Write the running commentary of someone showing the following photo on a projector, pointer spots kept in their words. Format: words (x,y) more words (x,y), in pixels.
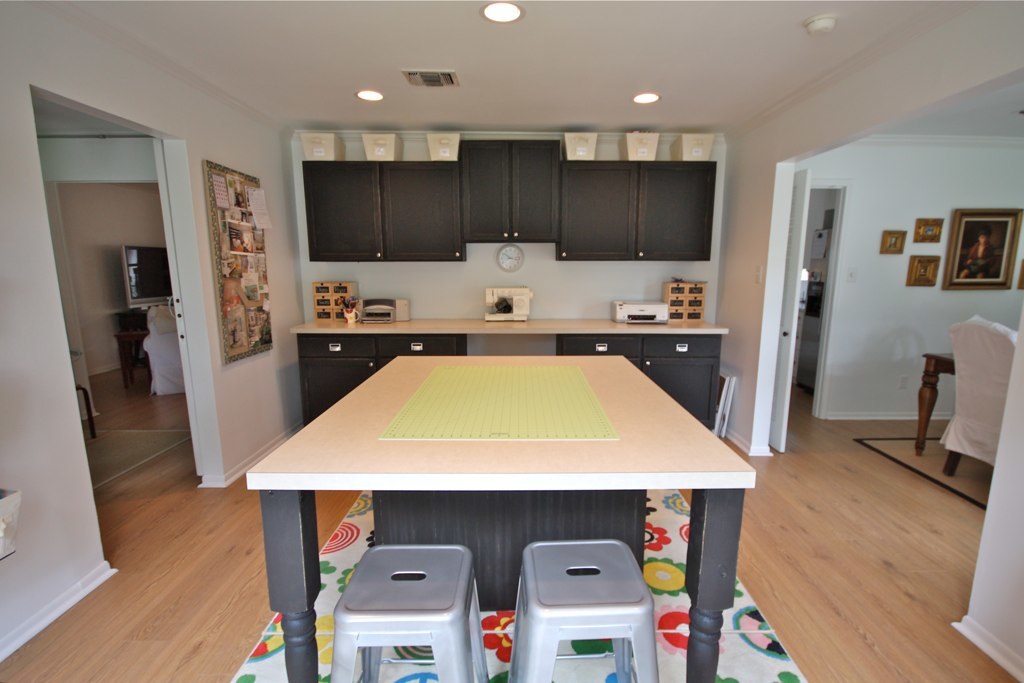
In this image I can see the tables (431,484), stools (423,616), cupboards (667,365), chair (963,365), doors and few objects (390,304) on the table (567,323). At the top (356,50) I can see few lights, ceiling (575,92) and few frames (980,252), board (238,320), clock (513,266) are attached to the white color wall (247,133). In the background (128,261) I can see the screen (138,287) and few objects (169,364).
